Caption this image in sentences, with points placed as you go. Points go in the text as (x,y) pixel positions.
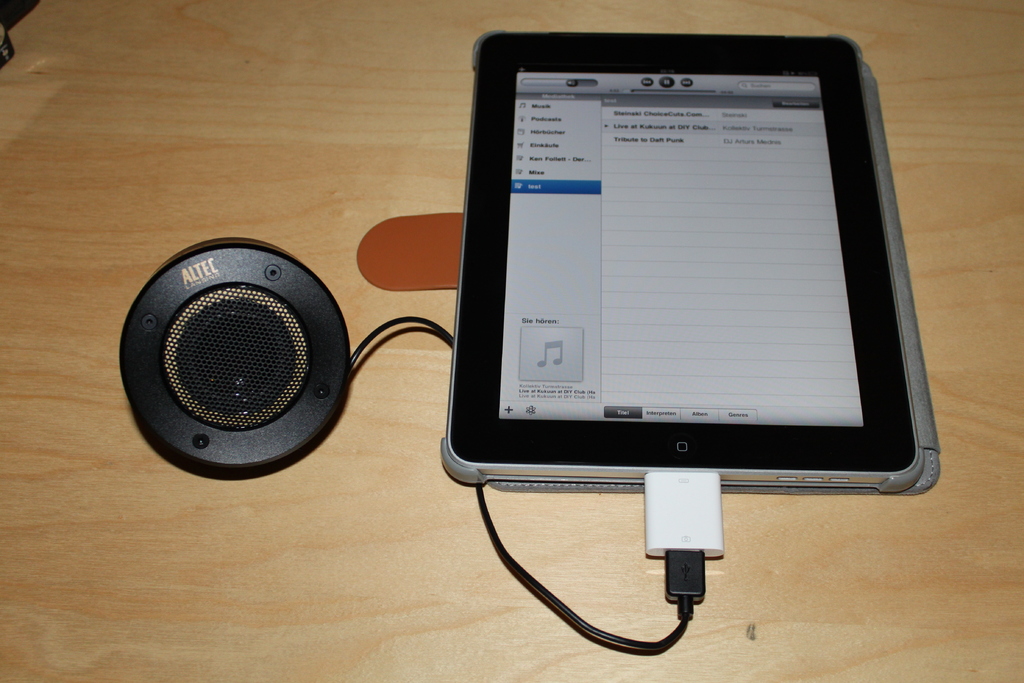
In this image, we can see an object (250,334) with a cable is connected to a tab (833,463) and at the bottom (881,496), there is a table (259,85).
